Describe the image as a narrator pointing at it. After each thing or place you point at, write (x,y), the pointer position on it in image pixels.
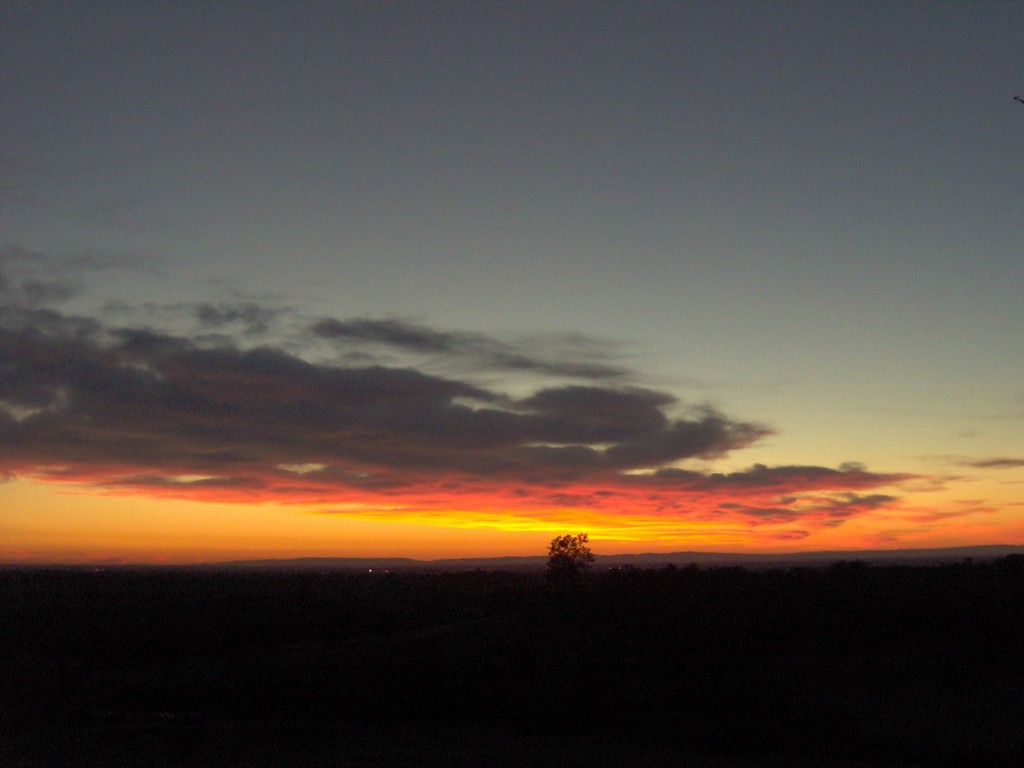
In this picture, we can see the sky (596,537) with clouds (557,489) and some plant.
